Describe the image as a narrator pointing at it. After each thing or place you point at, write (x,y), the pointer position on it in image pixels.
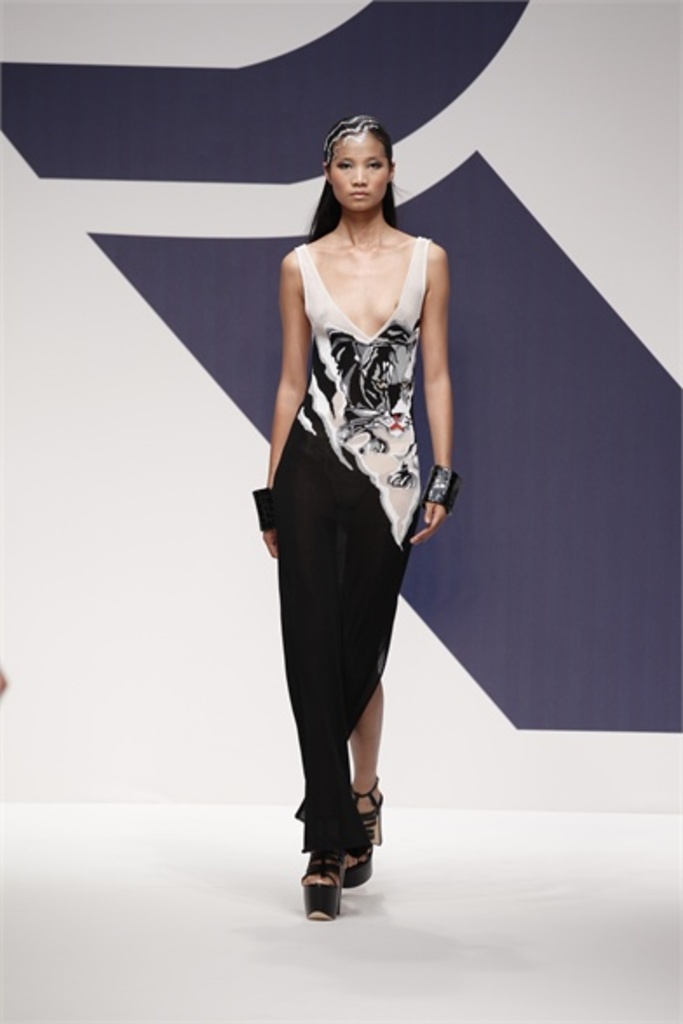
In the picture, a woman (297,707) is doing a ramp walk, she is wearing a black and white dress (357,511) and black heels (370,852).
